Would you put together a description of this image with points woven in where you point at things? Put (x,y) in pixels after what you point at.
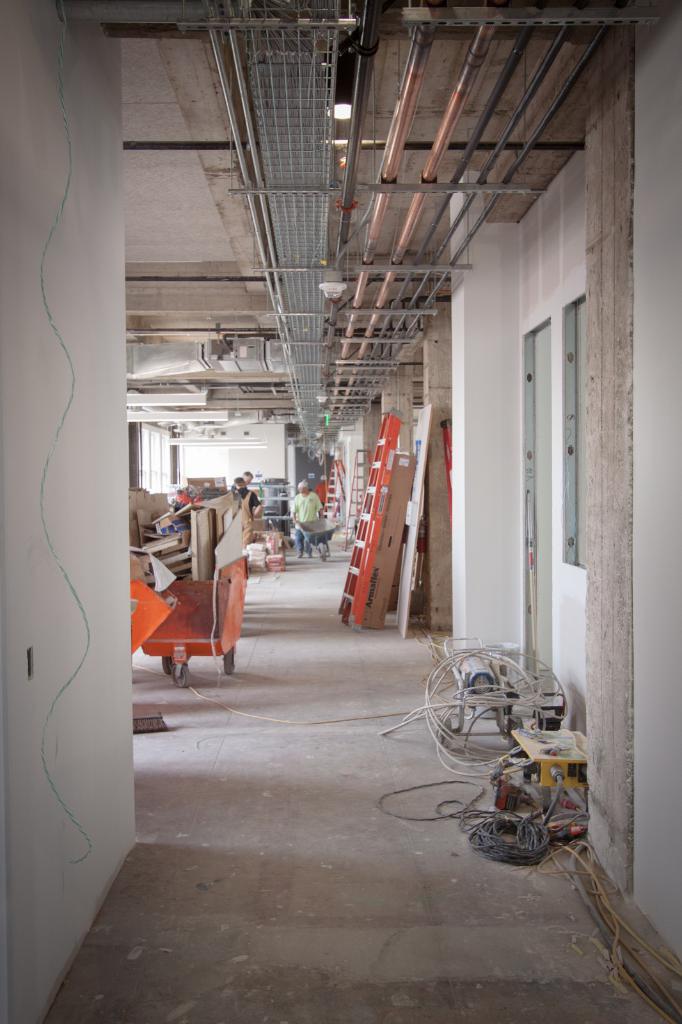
In this image in the middle (313,507) there is a man (313,507), he wears a t shirt (307,517), trouser (303,541), he is holding a trolley (319,544). On the left (145,544) there are some people (243,496), vehicle (194,610), boxes (203,523), wall (69,532). On the right (556,792) there are cables (522,753), ladders (362,525), boxes (400,521), window (567,444), door (549,452), pipes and wall (476,351).
